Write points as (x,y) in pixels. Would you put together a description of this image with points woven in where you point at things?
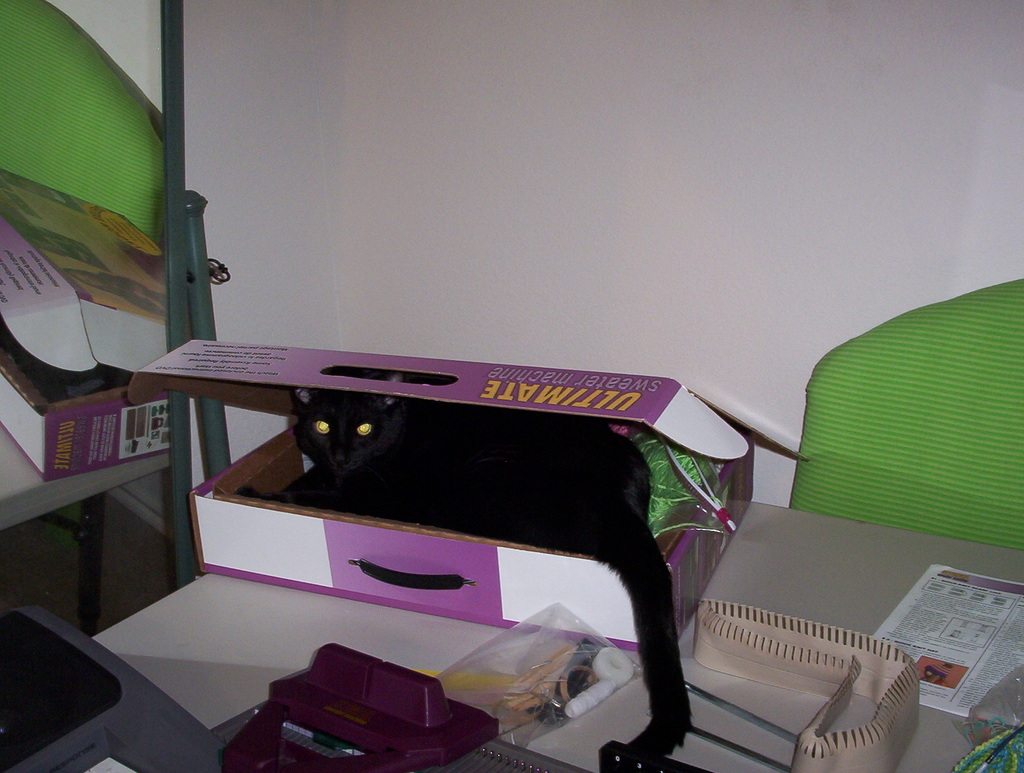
In this image I can see a black color cat (562,508) in the cardboard box (679,544). I can see few objects (336,710) on the white color table (300,642). Back I can see the white wall (565,162).
